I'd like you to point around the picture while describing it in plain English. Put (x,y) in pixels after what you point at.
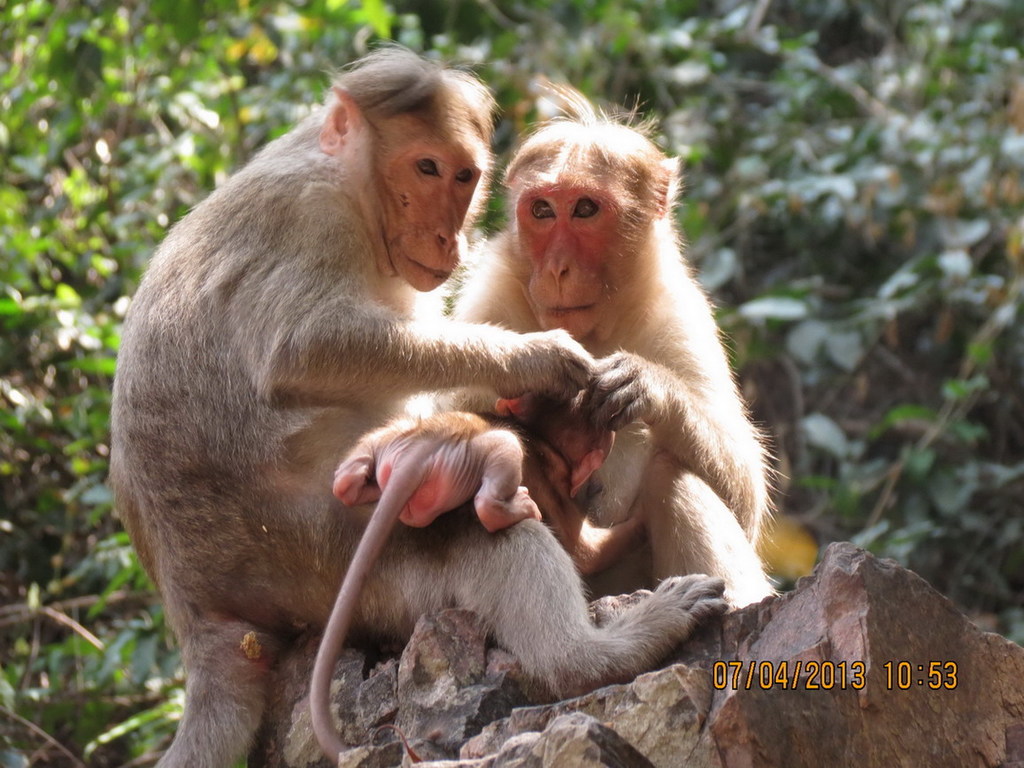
In this image in the front (418,386) there are animals (454,393) sitting on the rocks (442,688). In the background (550,96) there are trees (870,193) and in the front (825,685) on the right side (793,686) there are some numbers (859,685) written on the image.
